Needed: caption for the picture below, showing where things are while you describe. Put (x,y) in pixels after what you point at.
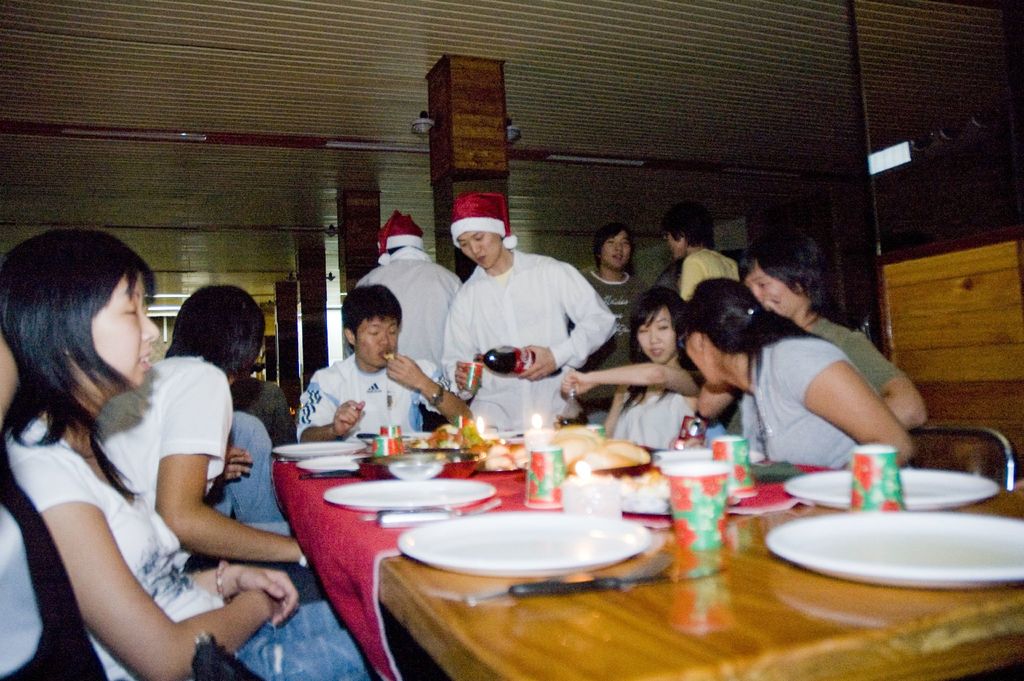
The image is taken in the restaurant (200,168). In the center of the image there is a table (376,525). There are many people (226,424) sitting around the table (360,478). There are plates (512,520), spoons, forks (594,588), glasses (698,481) and some food (570,455) placed on the table (479,643) we can see lights (353,144) which are attached to the top (337,144).
